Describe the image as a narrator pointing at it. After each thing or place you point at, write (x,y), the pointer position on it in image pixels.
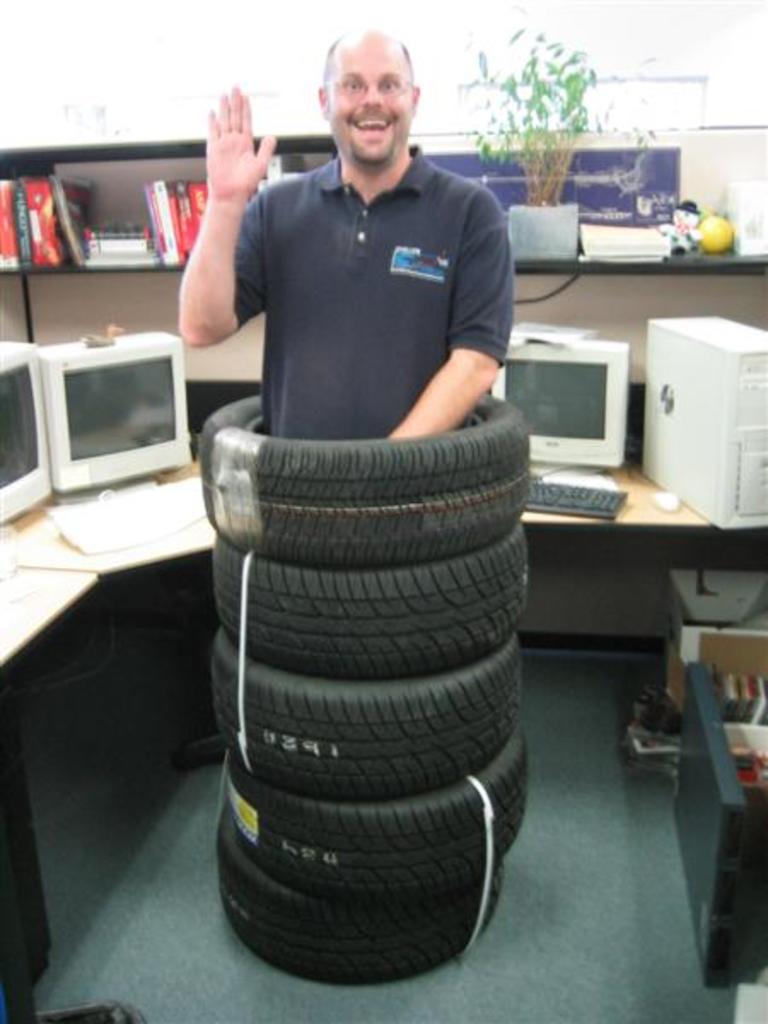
In this image we can see a person (345,213) wearing T-shirt (373,354) is standing in the tires (385,720). Here we can see computers (72,476), keyboards (558,491), CPU (710,408) are placed on the table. In the background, we can see a plant (549,141) and books (647,230) kept on the shelf (745,260).
